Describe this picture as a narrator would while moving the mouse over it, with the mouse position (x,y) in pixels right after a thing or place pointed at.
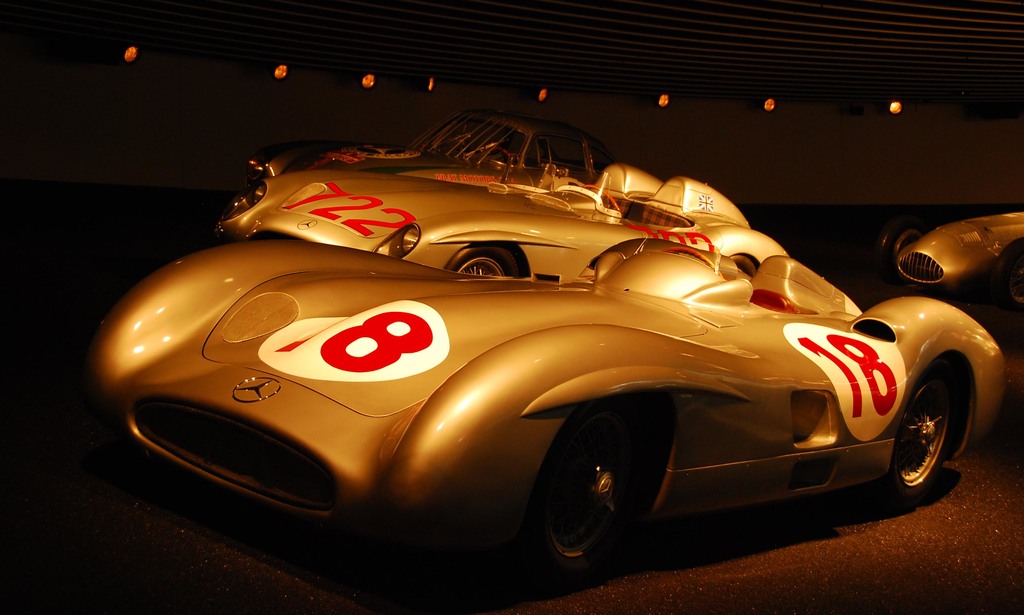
In this image in front (982,329) there are cars (444,368) on the road (804,558). In the background of the image (237,123) there is a wall (246,125). There are lights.
